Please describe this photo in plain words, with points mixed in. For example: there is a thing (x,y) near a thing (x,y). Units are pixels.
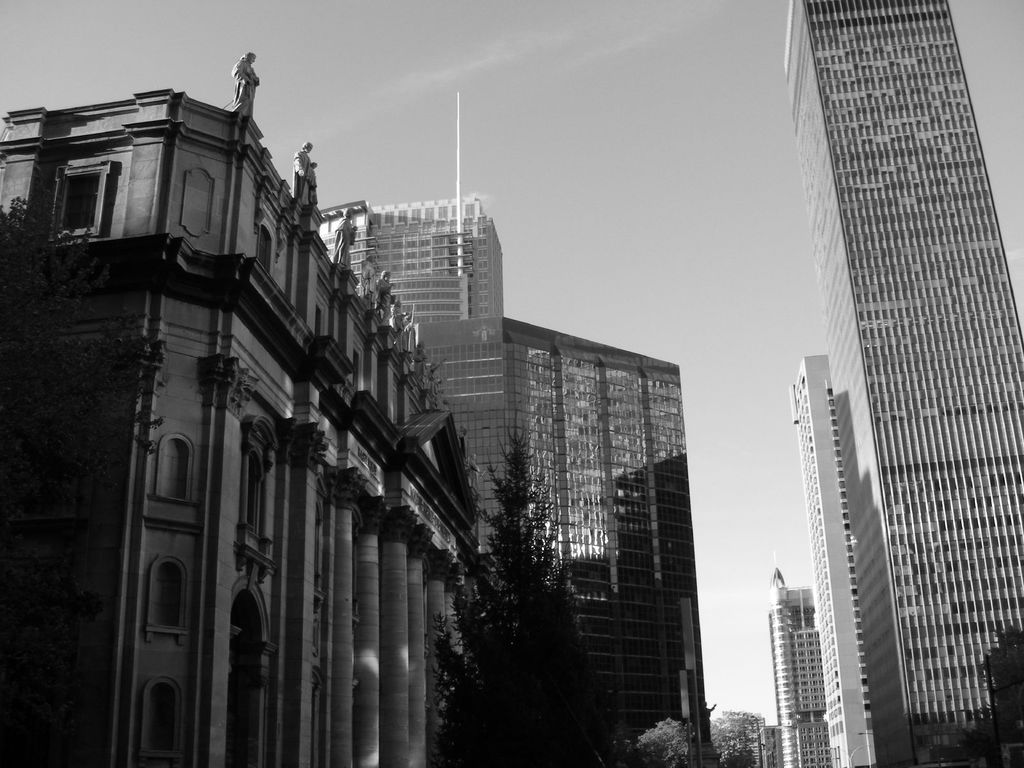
In this picture we can describe about the view of the buildings (428,238) in the middle of the image (410,271). On the left side of the image (245,685) we can see old building (299,586) with some big pillar (407,681) and arch windows (169,443). On the top (303,171) we can see some statues (346,236) are placed.
